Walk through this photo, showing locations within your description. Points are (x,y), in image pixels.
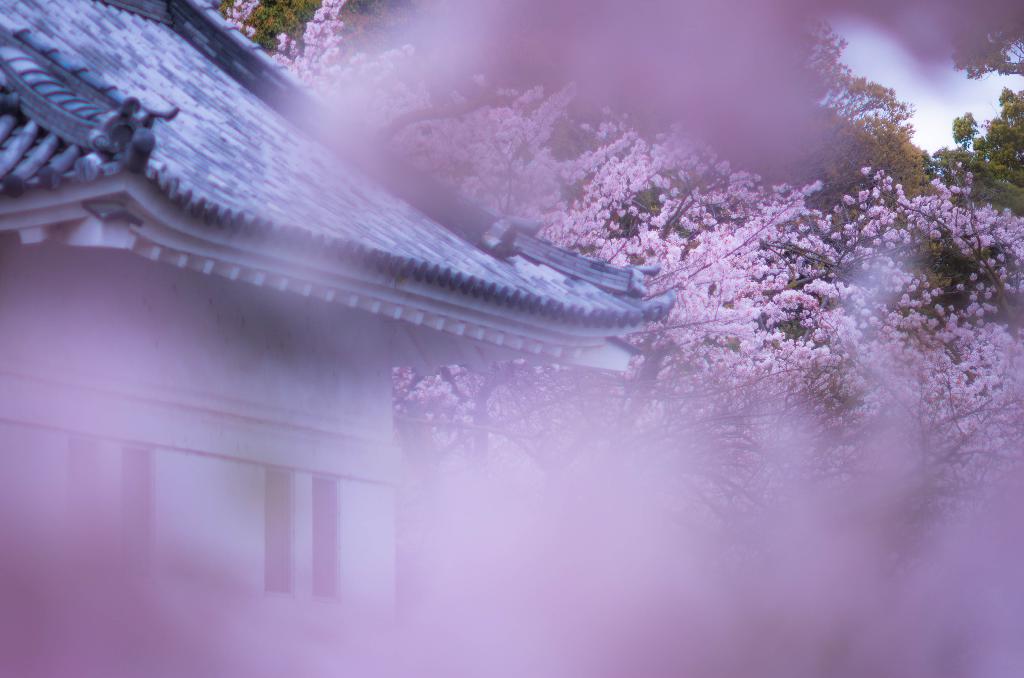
In this picture there is a house (248,177) and there are roof tiles (236,227) on the top (242,171) of the house (228,183). At the back (564,210) there are trees (529,206) and there are pink color flowers (721,274) on the tree (755,182). At the top (909,86) there is sky (985,106). In the foreground (70,643) image is blurry.
